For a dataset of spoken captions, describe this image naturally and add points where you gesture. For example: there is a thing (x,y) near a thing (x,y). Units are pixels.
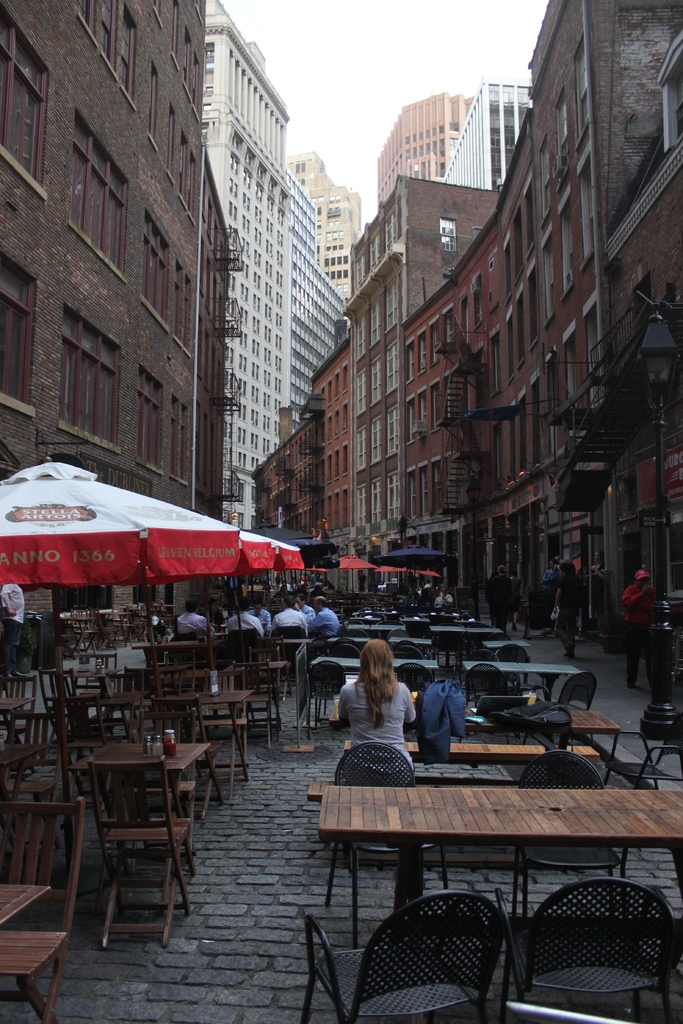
This is a picture outside of a city (305,549) And there are some chairs (145,766), tables (157,742) kept on the floor (149,917), and there is a white color text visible on the left side (91,515) and there are some buildings (218,237) visible on the middle (275,386) and there are some persons (295,611) sitting on the chair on the middle (305,612) and person (500,601) walking on the road (603,660) on the right side (637,635).
